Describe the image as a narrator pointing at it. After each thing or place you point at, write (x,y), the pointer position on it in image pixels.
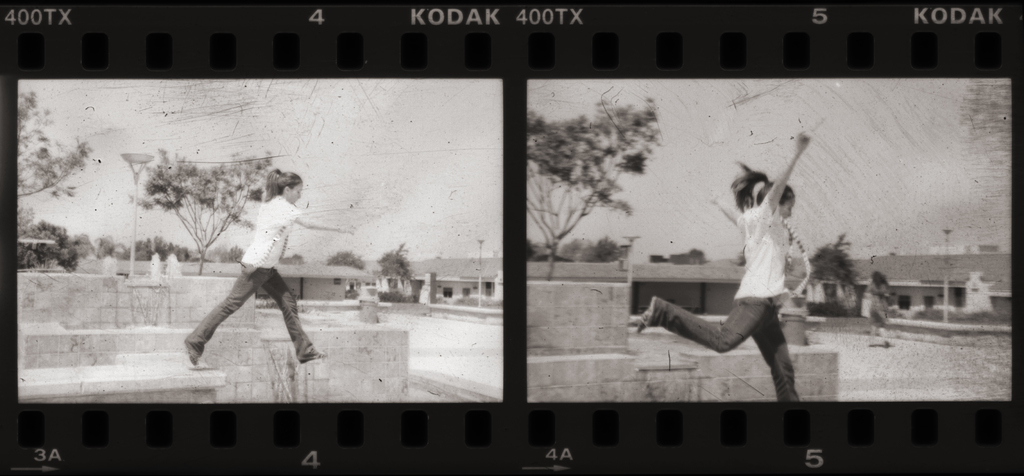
This looks like a black and white image. I think this picture was taken from the screen. I can see the woman (289,223) jumping. I think these are the houses (429,277). I can see a person (880,326) standing. These are the trees (335,263). This looks like a pole (133,168). I can see a small water fountain (175,277). These are the letters (921,15) and numbers (549,17) in the image.
